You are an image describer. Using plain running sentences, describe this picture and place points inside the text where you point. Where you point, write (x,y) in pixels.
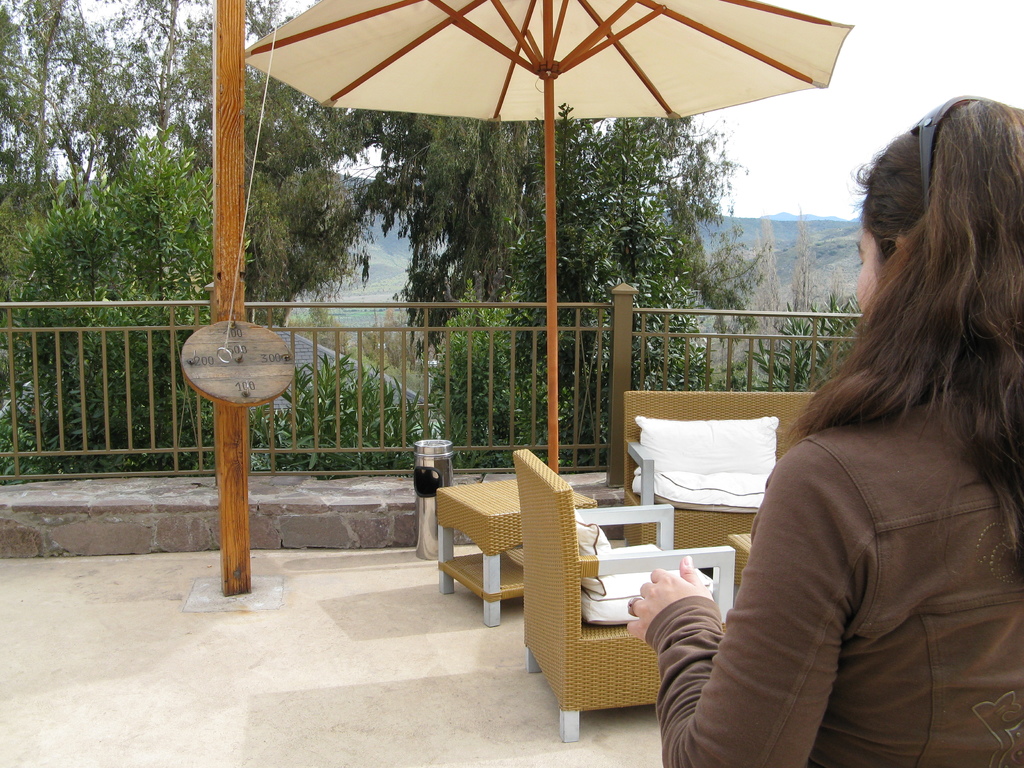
The image is taken at the outdoor. On the right side of the image (893,613) there is a lady (931,542) standing before her there is a sofa (694,507) and chairs (589,563). In the background (500,260) there are trees (623,224), hills (784,222) and sky (865,85).
